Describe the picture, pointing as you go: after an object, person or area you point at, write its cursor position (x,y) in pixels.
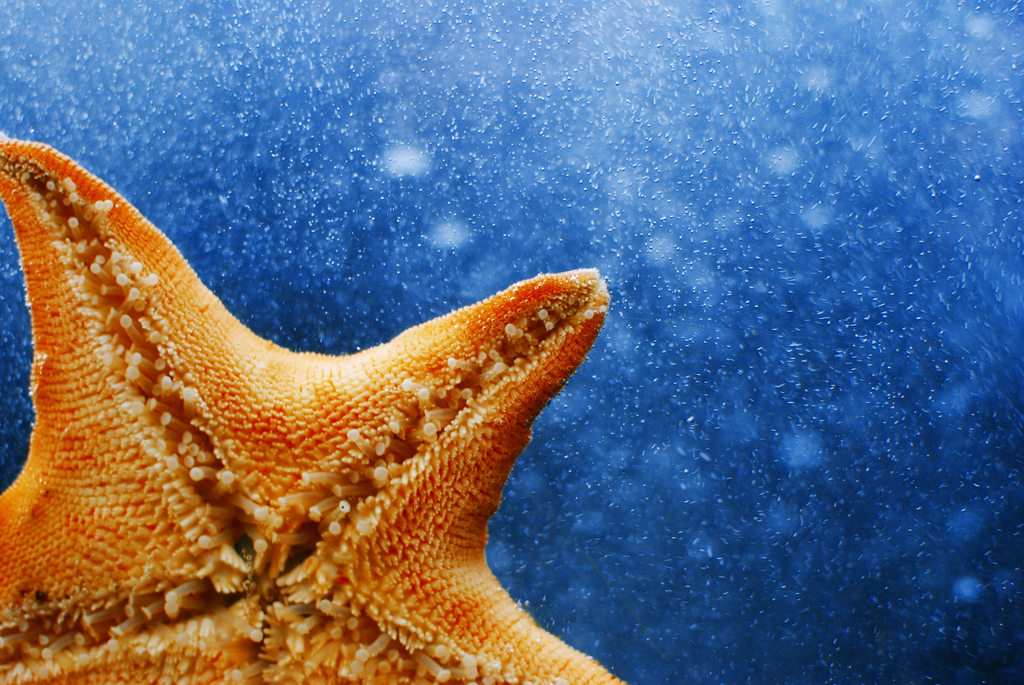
This is a zoomed in picture. In the foreground (413,528) there is a marine creature (156,345) seems to be a star fish (431,468). In the background (370,110) there is a water body (813,411) and some other tiny particles (373,83).
